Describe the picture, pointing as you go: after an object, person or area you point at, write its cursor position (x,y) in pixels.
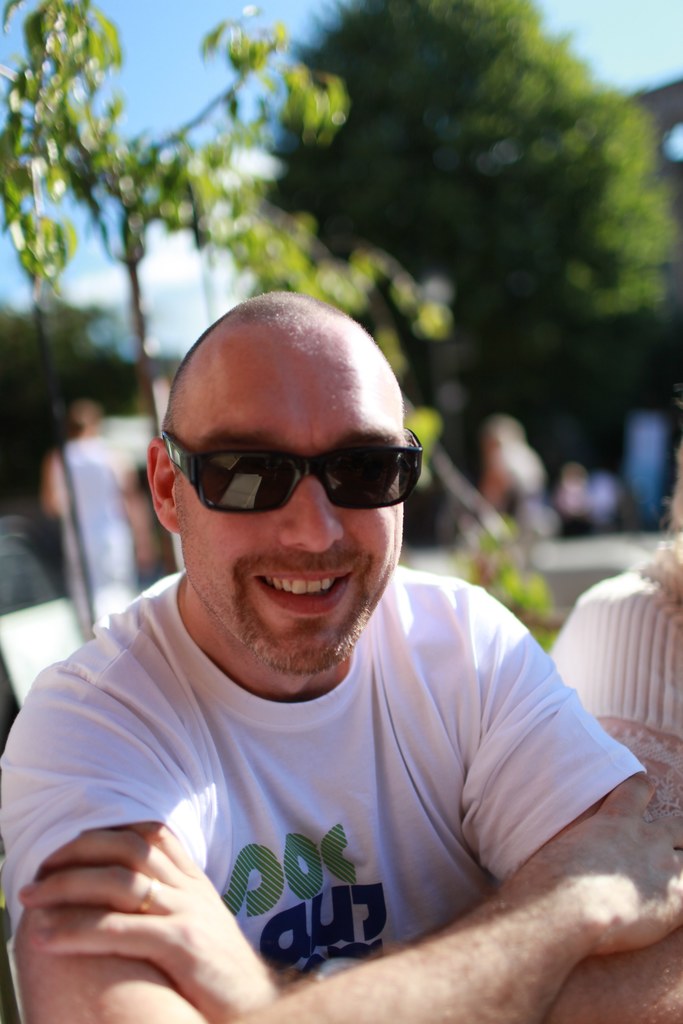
In this picture we can see a person (3,789), he is wearing a spectacle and in the background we can see trees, sky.
